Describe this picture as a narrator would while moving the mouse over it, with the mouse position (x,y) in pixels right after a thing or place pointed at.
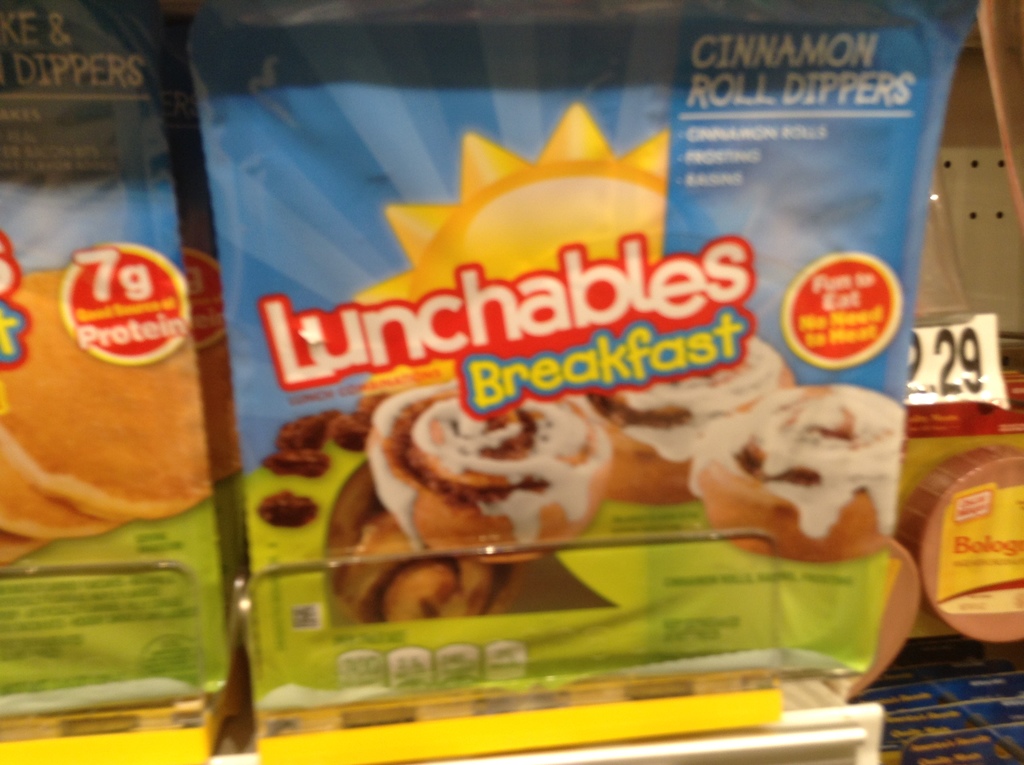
In this image we can see group of food packages (552,434) placed on the rack (550,719). In the background (973,351), we can see numbers (948,352) on a paper (975,374).
